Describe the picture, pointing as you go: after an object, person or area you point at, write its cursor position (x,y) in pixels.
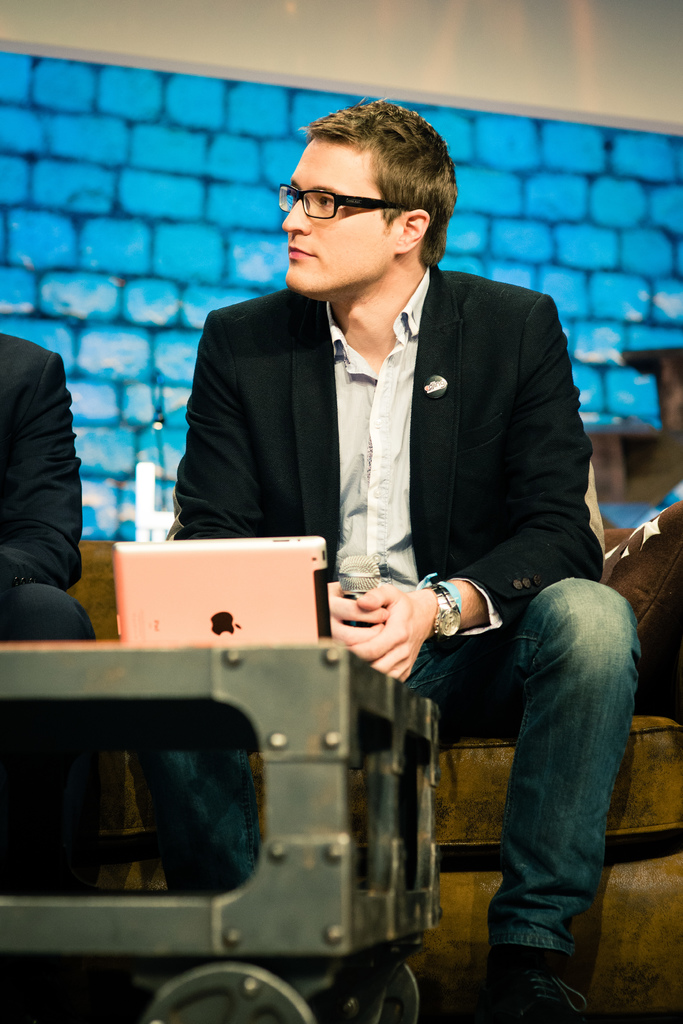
These two people (337,496) are sitting on a couch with pillows (634,554). This man (407,487) is holding a mic (352,588). On this table (289,684) there is an apple device (251,598).
